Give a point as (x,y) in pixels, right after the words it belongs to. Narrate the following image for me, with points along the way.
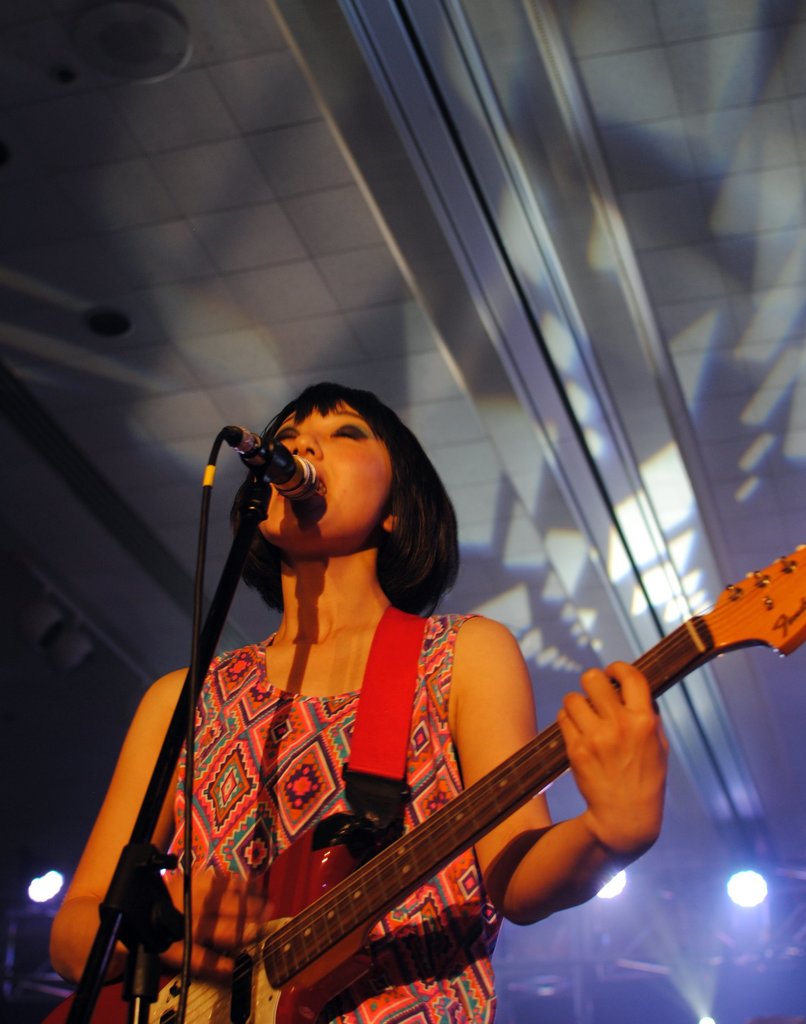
In the foreground of the picture (527,753) there is a woman (295,670) standing and playing a guitar (496,816), she is singing. There is a microphone (253,435) in front of her. In the background (737,885) there are focus lights (749,886). To the top (310,260) it is ceiling (392,190).
